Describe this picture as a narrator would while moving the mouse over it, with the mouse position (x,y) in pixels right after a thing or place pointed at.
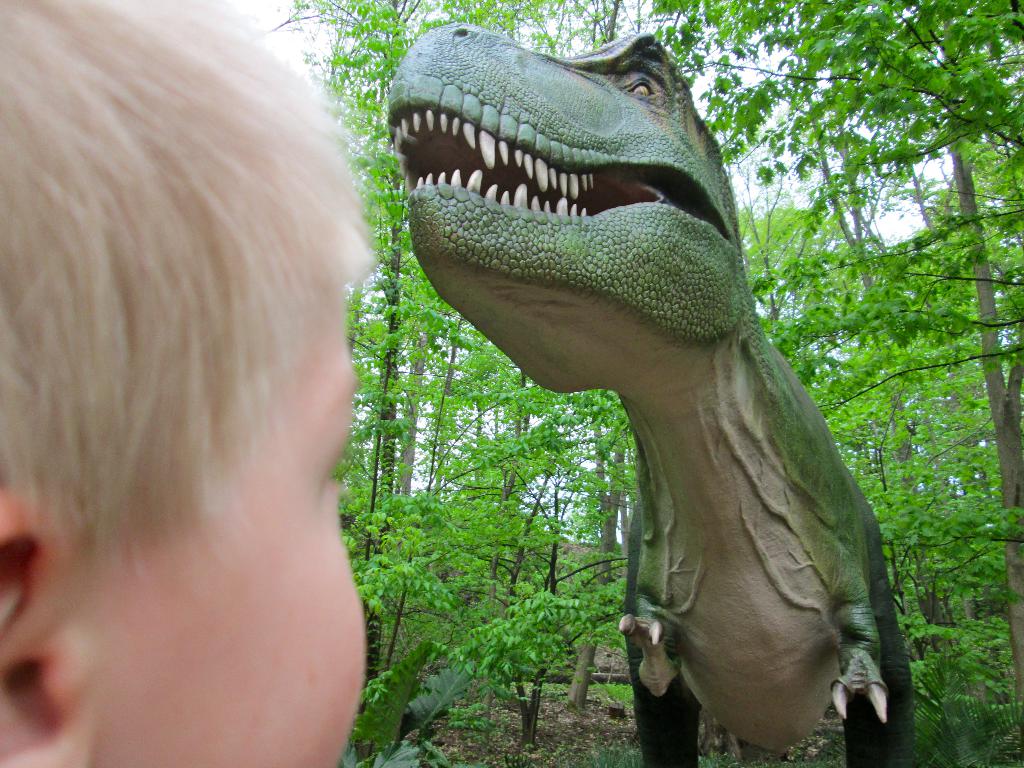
In this image we can see a sculpture (496,267) and a kid (229,402), there are some trees (523,733) and also we can see the sky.
